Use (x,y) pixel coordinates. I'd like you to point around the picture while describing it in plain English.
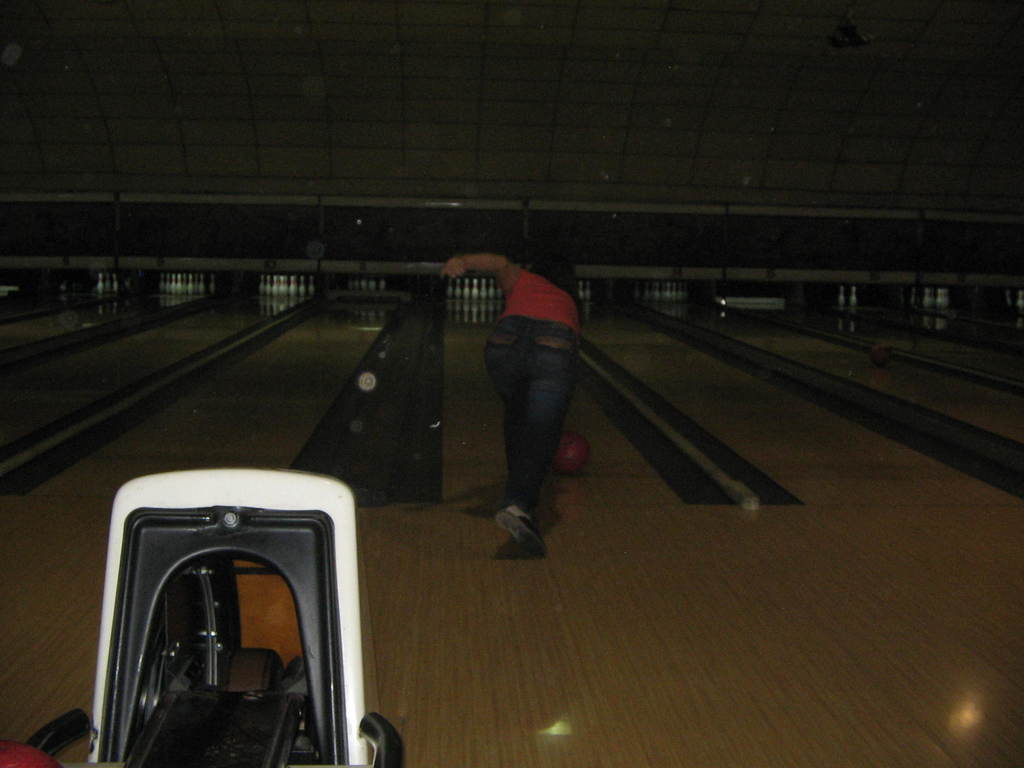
In this picture we can see an object (179,540), person (492,356) standing, ball (567,448) on a platform (857,592) and in the background (123,258) we can see nine pin bowling sets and the wall (514,107).
